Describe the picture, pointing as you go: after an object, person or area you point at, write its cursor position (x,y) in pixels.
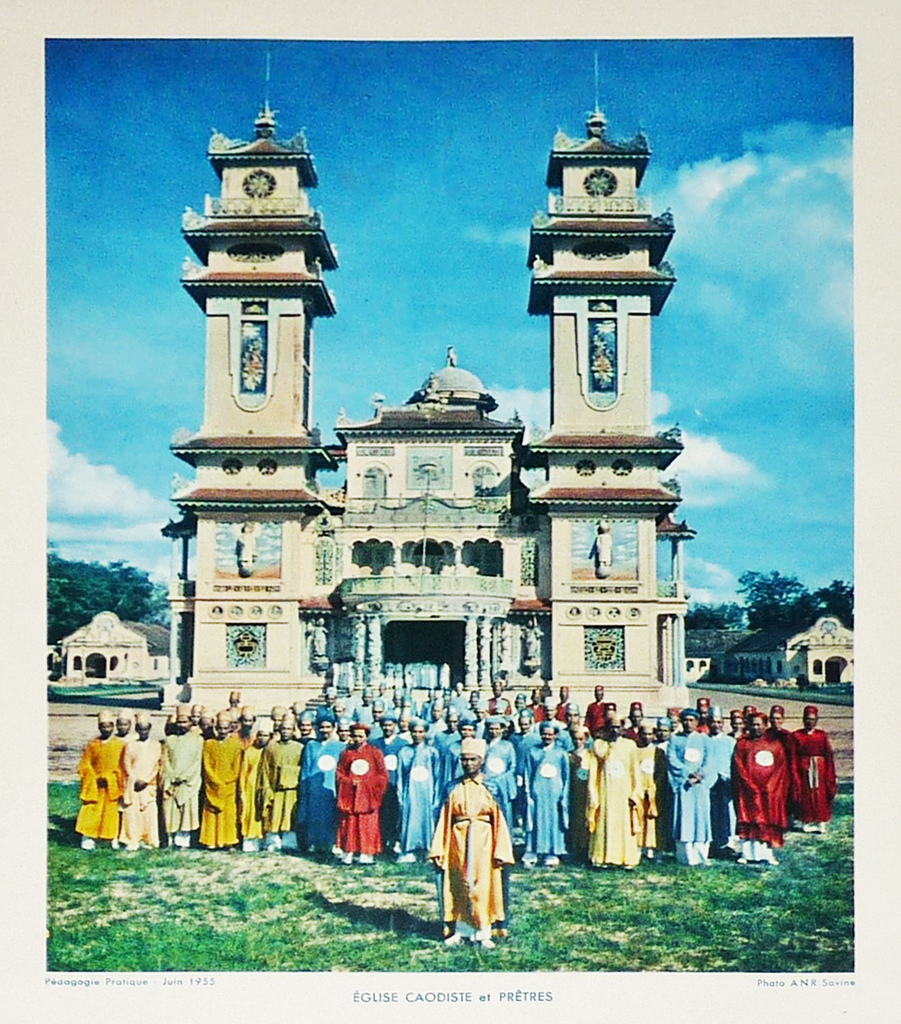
In this image I can see a temple (364,438), in front of the temple (430,652) I can see many persons (474,827) standing, at the top (298,121) I can see the sky (791,289) and in the middle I can see small houses (730,641) and trees (715,607).
